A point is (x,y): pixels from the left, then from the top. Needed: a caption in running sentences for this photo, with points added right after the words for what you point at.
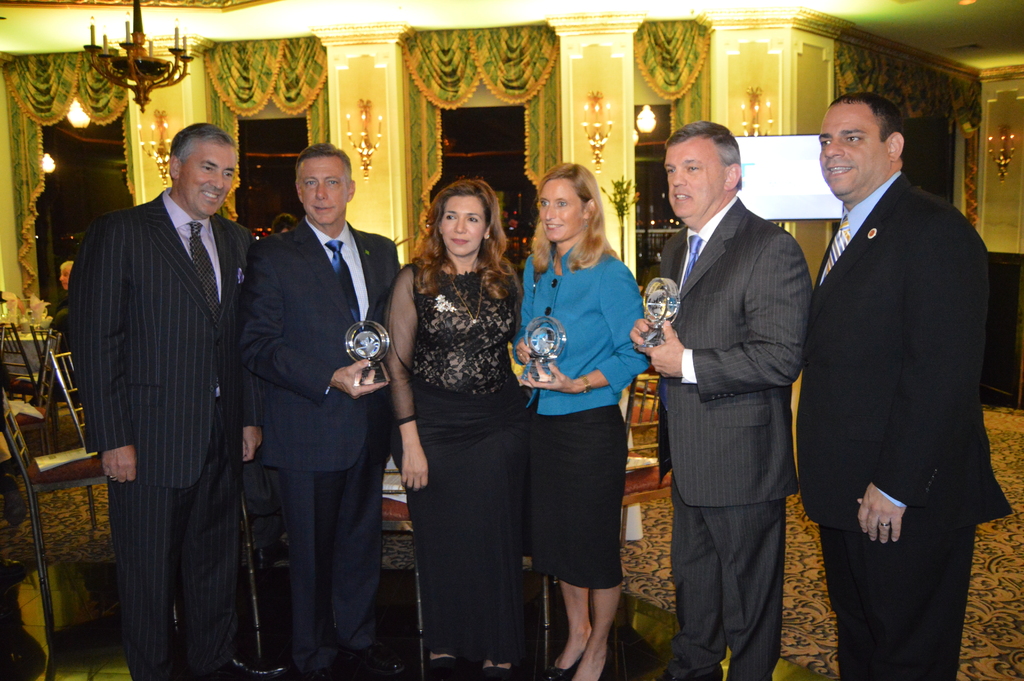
In this image we can see people (686,347) standing and some of them are holding mementos (372,359). In the background (283,91) there are curtains (255,97), lights (593,104) and we can see decors (598,127) placed on the wall (1005,104). There are chairs (398,506). At the top (105,34) there is a candle holder (142,105).
